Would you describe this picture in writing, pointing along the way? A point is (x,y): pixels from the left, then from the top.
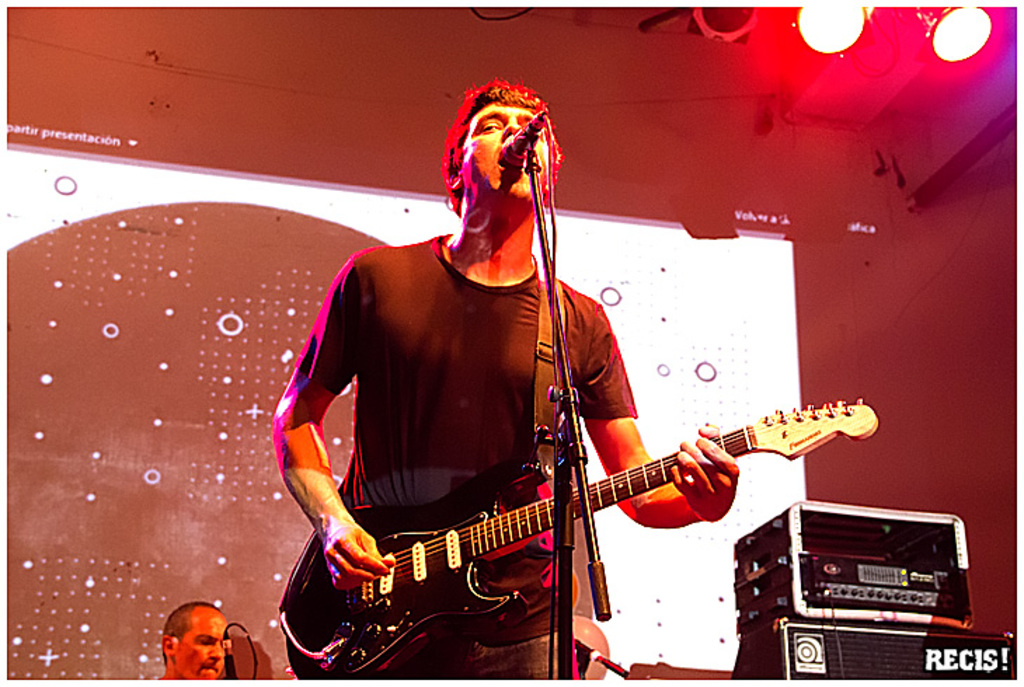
In this image I see a man (382,480) who is holding a guitar (306,641) and standing in front of a mic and in the background (106,571) I see a person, the wall (15,193) and 2 lights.
